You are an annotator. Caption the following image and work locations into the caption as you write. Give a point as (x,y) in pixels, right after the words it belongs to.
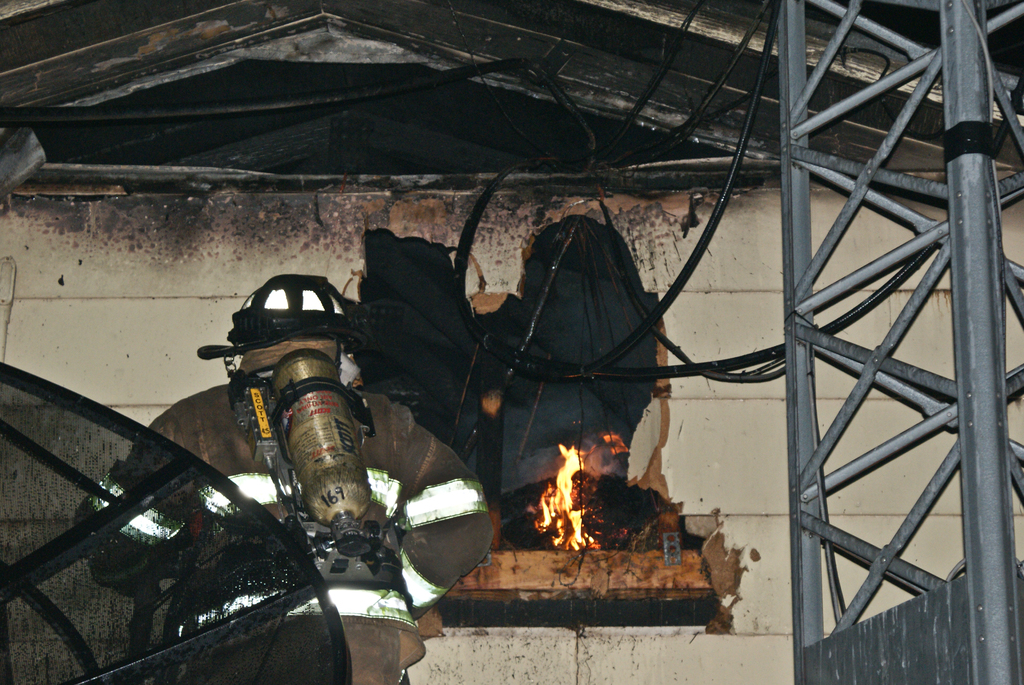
In the image we can see there is a firefighter (321,454) standing close to the wall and there is a fire (571,494) in the wall (684,552). Beside there is an iron poles tower (915,394).
